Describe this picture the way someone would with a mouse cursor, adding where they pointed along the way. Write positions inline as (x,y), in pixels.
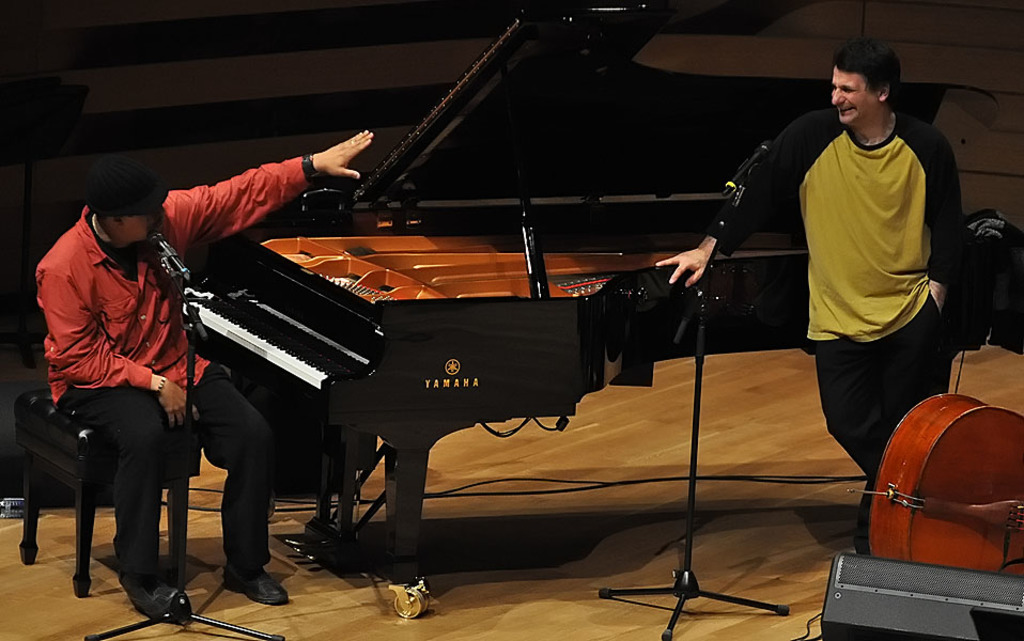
In this image, there is a person (101,268) on the left of the image (125,340) sitting on chair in front of the mic (170,614). This person (119,323) is wearing clothes (125,322) and footwear (128,581). There is an another person (771,210) on the right side of the image (874,152) standing and wearing clothes (879,310). There is a piano (626,186) in the center of the image (434,366). There is a double bass (987,512) and speaker (860,581) in the bottom right of the image (838,570).
